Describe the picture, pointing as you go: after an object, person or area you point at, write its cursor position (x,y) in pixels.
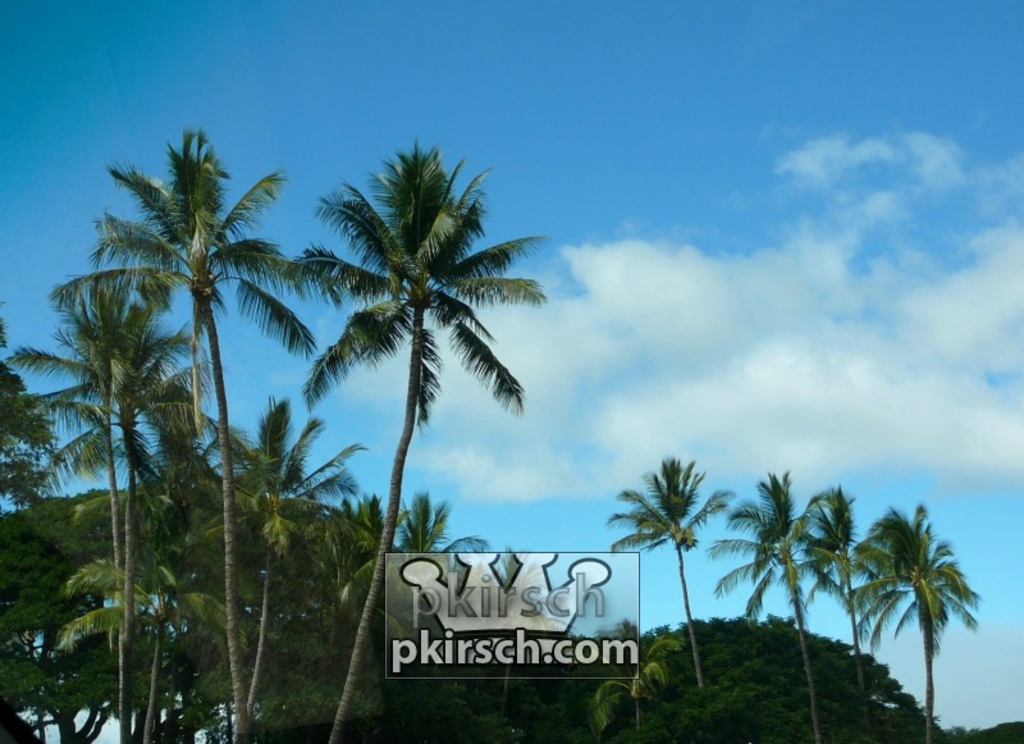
In this picture we can see many trees (854,668). Here we can see watermark (527,590). On the top (745,95) we can see sky (788,200) and clouds (842,326).
